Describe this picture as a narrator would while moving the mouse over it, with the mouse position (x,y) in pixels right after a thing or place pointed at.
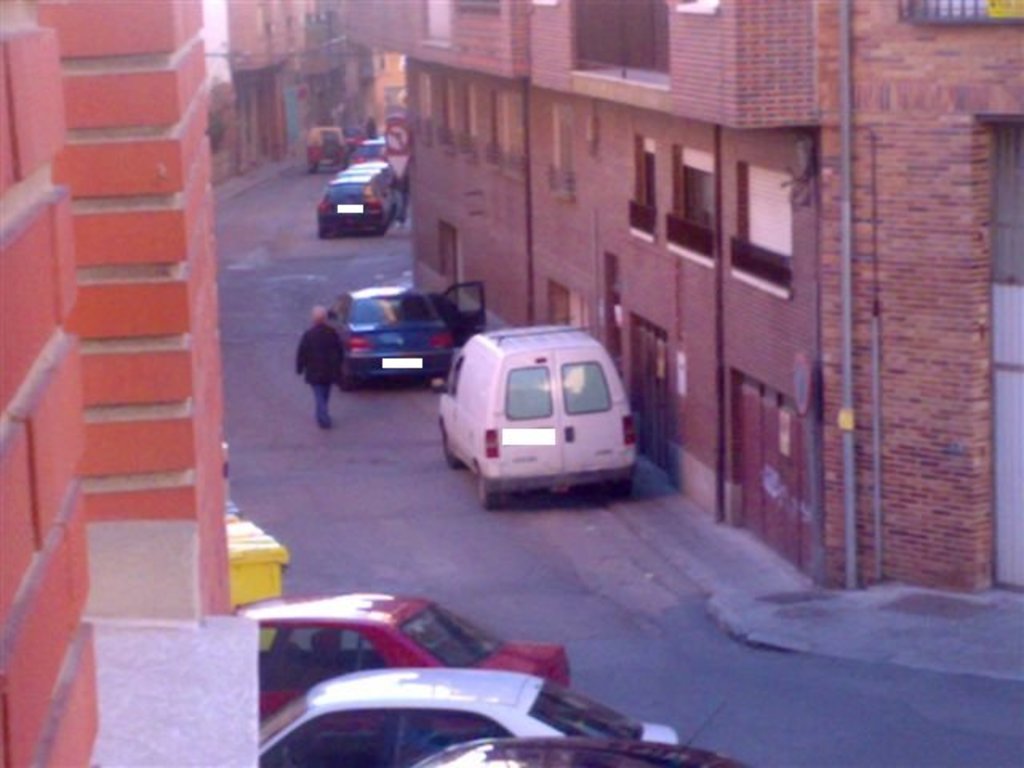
In this image I can see the road (719,648), few vehicles (460,649) on the road (368,257), a person (324,339) wearing black and blue colored dress (325,361) is standing on the road (359,397), few buildings (580,209) on both sides of the road (741,664) which are brown in color and few windows (506,132) of the building (491,159).
